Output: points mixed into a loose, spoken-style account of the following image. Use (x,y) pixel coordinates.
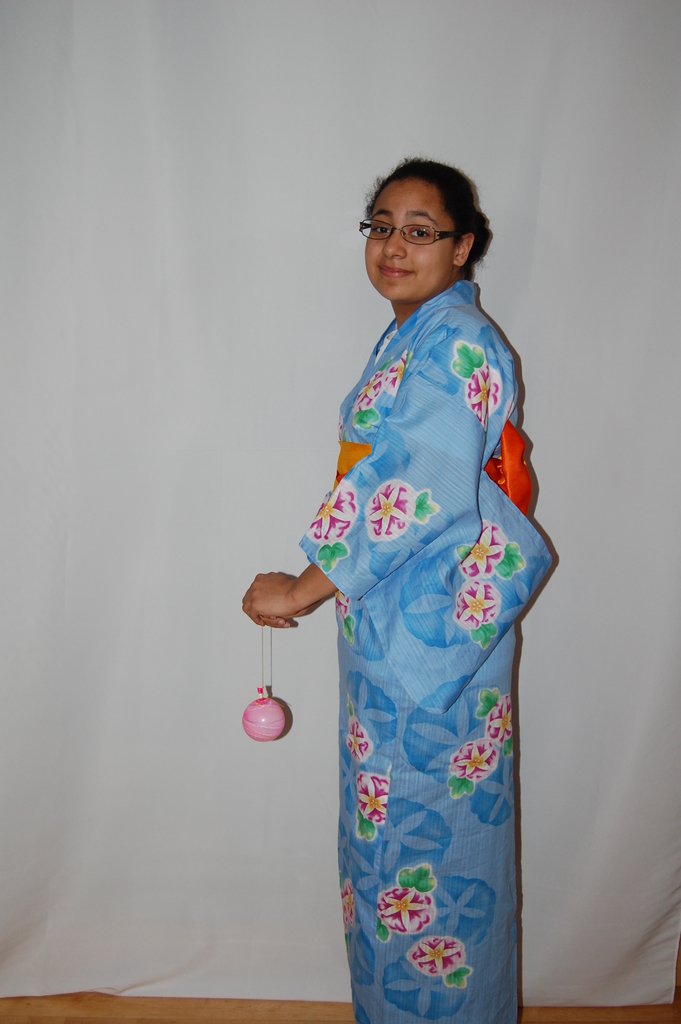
In this image I can see the person (393,581) and the person (374,713) is holding some object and the person (453,520) is wearing blue color dress (499,492) and I can see the white color background (608,657).
